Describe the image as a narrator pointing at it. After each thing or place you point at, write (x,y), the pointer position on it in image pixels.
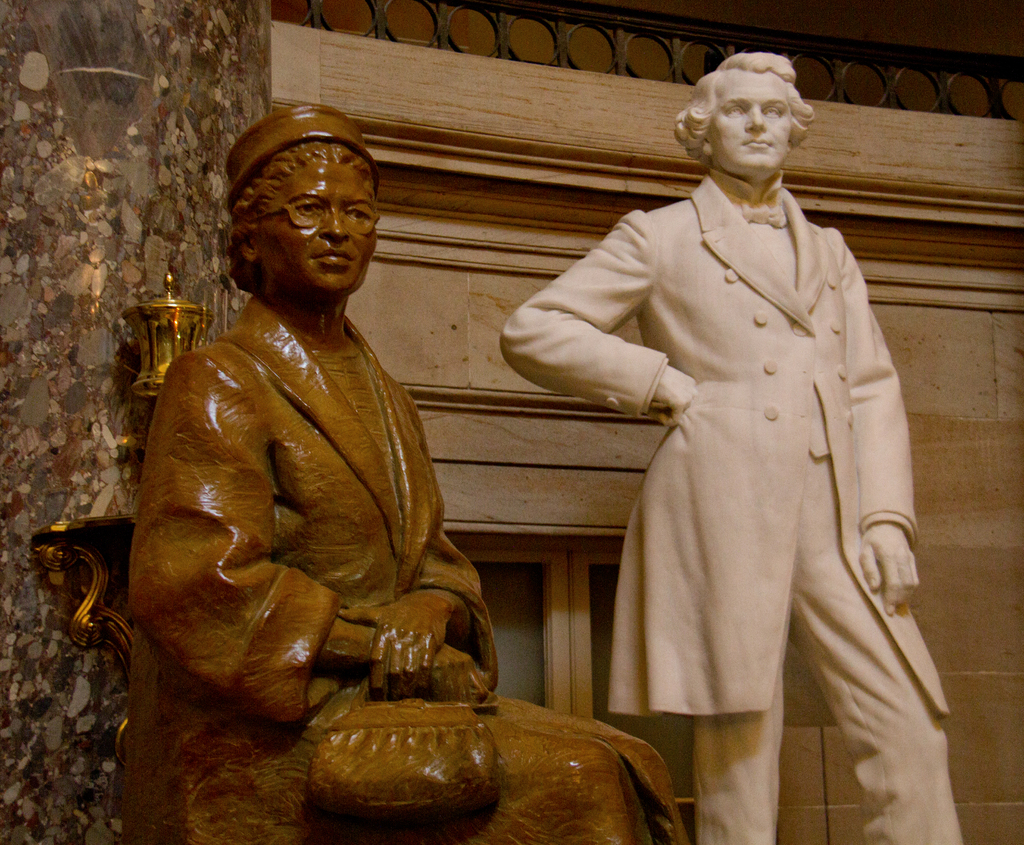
There is a brown color statue (331,418), which is sitting in position, on the chair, near a white color statue (825,251), which is in standing in position. In the background (196,55), there is a pillar (208,81), near a wall (484,294) of the building (946,110).
